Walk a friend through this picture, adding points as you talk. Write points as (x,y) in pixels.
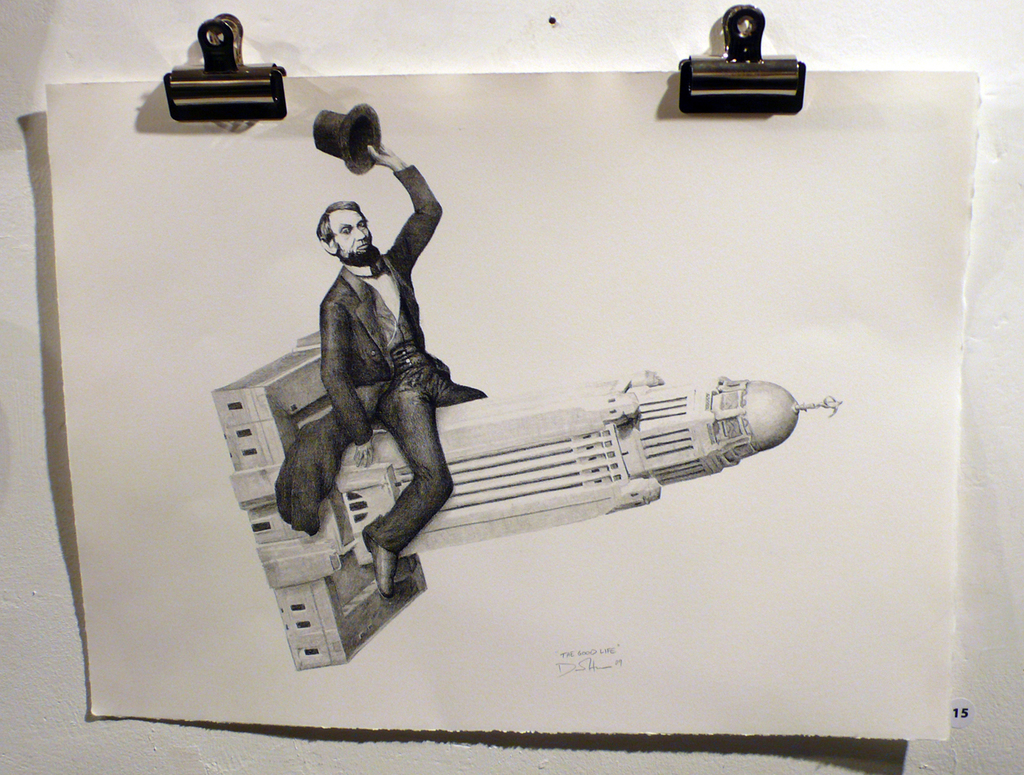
In this image there is a paper (368,440) with an art (393,263) of a man (385,309) holding a hat (357,159) in his hand (372,149) and sitting on the building (489,472). The paper (562,440) is hanging on the wall (704,37) with the help of paper clips (719,90).
